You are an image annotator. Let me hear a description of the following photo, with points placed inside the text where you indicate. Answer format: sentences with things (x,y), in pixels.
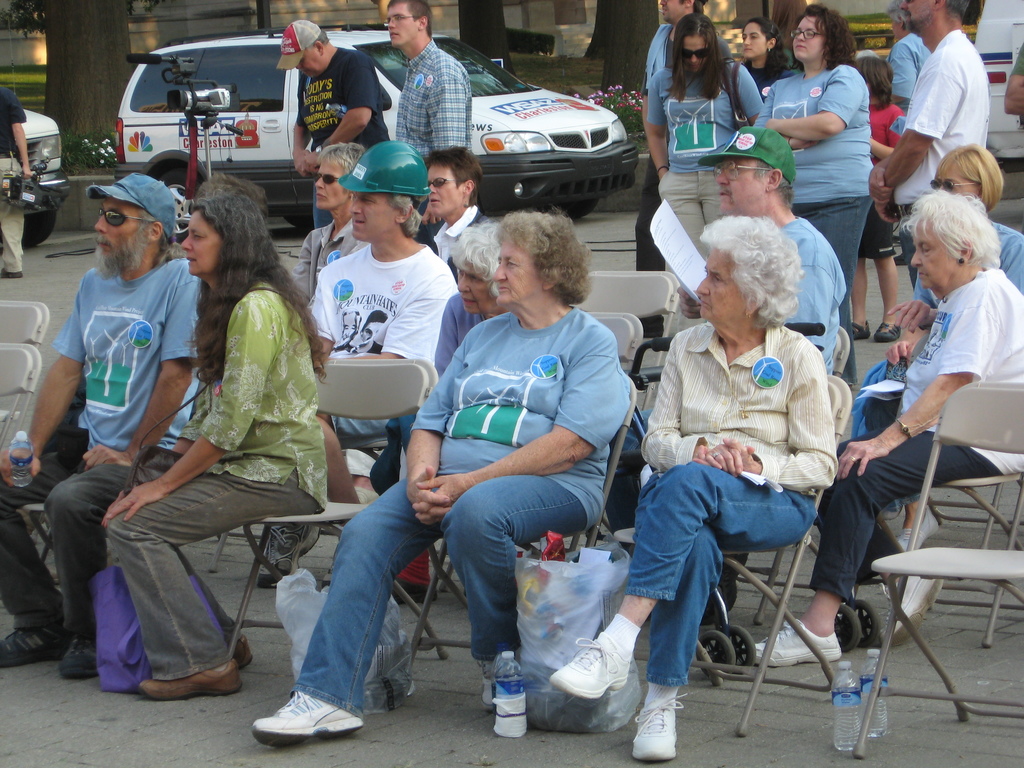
There are many people (274,433) sitting in the chairs (626,361). Some are wearing caps (133,177) and some are wearing helmets (385,191). There are men (398,338) and women (508,317) here. In the background (929,50) some of them are standing. There is a vehicle (246,95) parked here. Here is a camera (192,109).
